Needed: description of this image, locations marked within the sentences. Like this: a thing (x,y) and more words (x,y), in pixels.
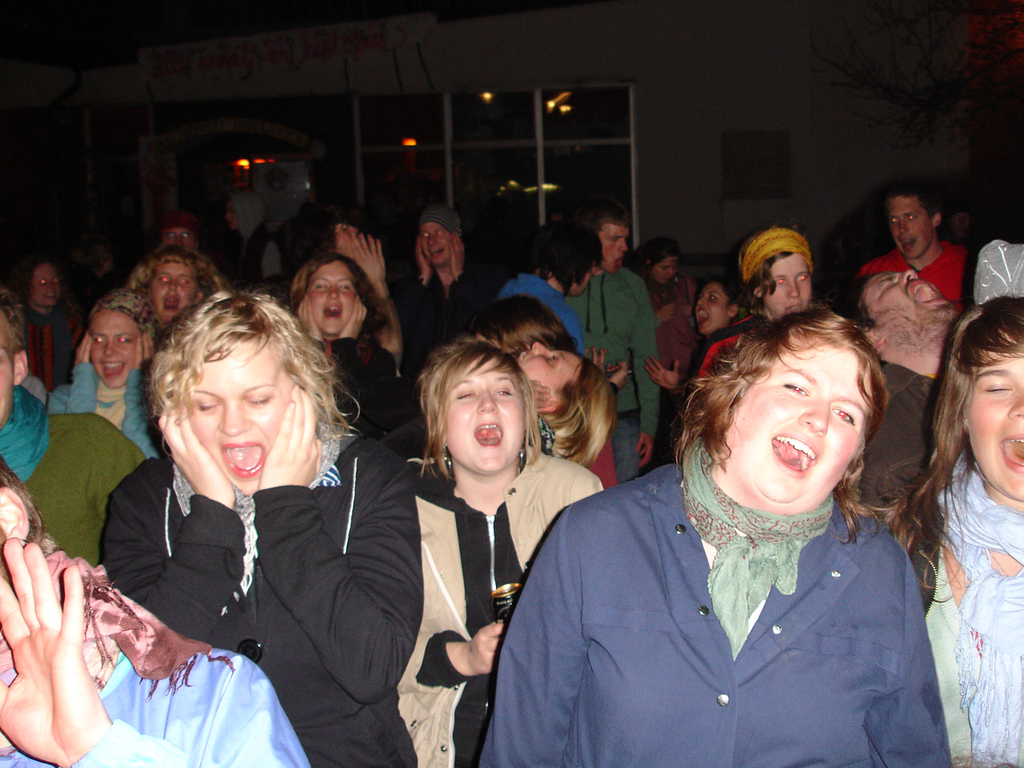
In the image in the center (436,334), we can see a group of people (696,449) are standing and they are smiling, which we can see on their faces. And we can see a few people (541,581) are wearing scarves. In the background (646,170) there is a wall (646,170), glass (557,215), photo frame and lights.
